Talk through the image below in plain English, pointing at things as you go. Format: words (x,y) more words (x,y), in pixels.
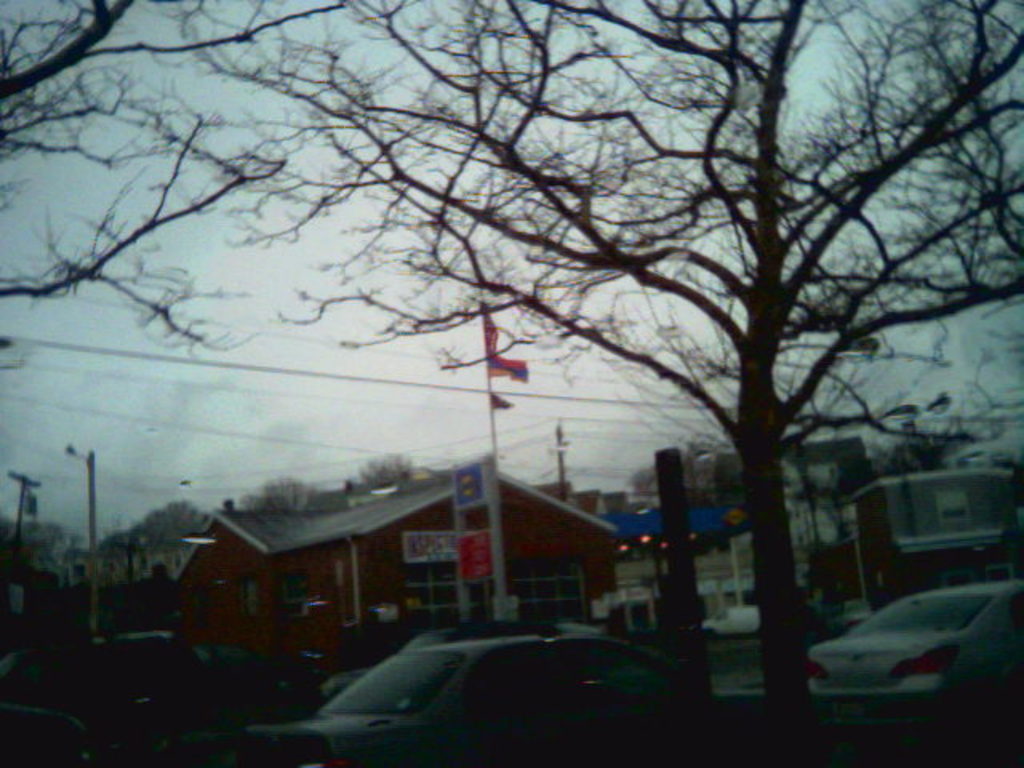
In this picture we can observe some dried trees (496,196) and cars (542,641) on the road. There is a house (368,523). We can observe some wires (313,377). In the background (225,413) there is a sky (268,436).
